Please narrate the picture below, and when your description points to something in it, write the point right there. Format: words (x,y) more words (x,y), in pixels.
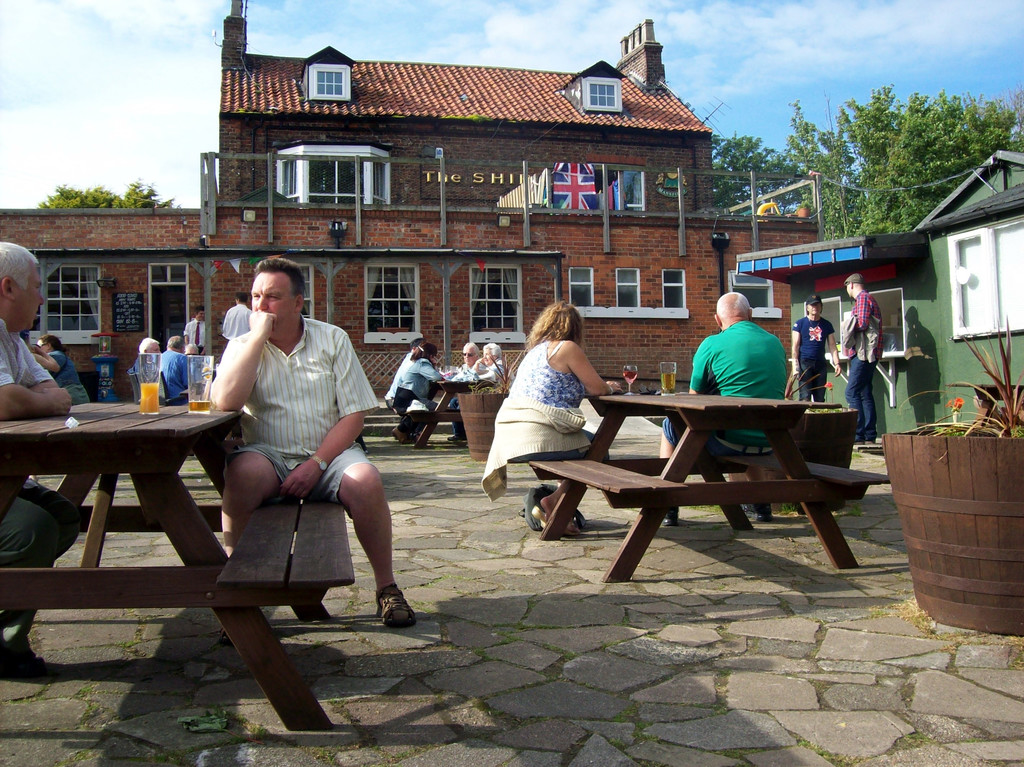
This is the picture of a place where we have some wooden chairs (202,574) and tables (143,479) on which some people (523,425) are seated and on table (118,415) we have some glasses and around there are some buildings (426,213) and plants (957,161).
